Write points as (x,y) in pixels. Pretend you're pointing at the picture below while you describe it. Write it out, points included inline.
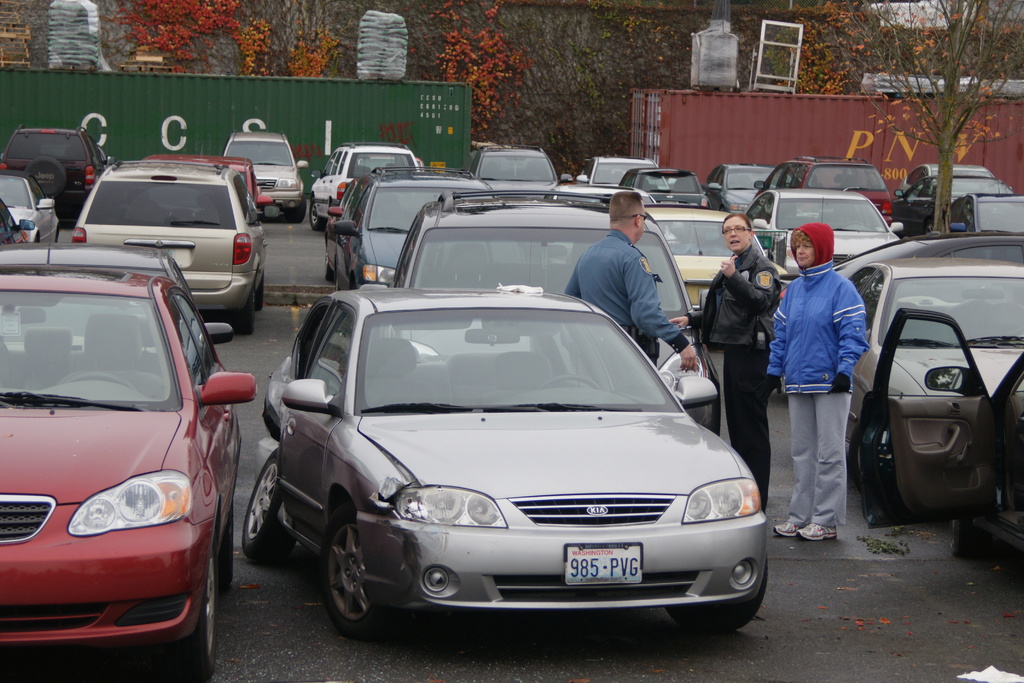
This image is taken outdoors. At the bottom of the image (453,642) there is a road (840,621). In the background (279,81) there are a few trees (949,117), two containers (432,95) are parked on the road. There are a few objects (383,63). In the middle of the image (532,293) many cars (245,212) are parked on the road (717,360). A man (601,254) and two women (735,320) are standing on the road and talking.
